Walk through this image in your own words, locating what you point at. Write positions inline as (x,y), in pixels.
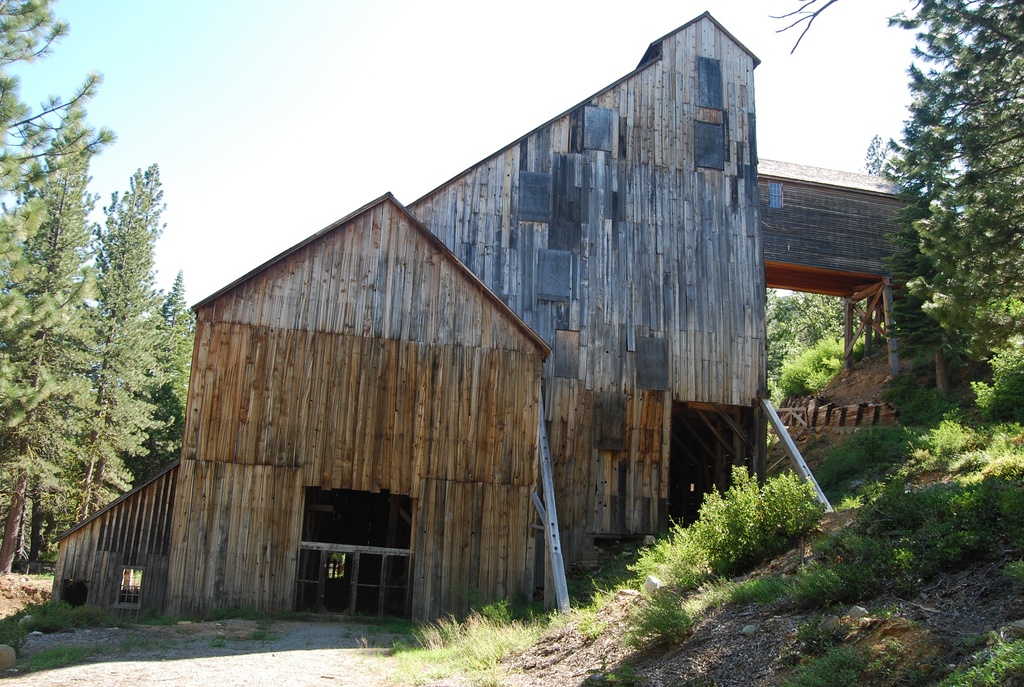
In the picture I can see a wooden building (400,396), the grass (653,616), trees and some other objects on the ground (490,606). In the background (345,124) I can see the sky (329,154).
